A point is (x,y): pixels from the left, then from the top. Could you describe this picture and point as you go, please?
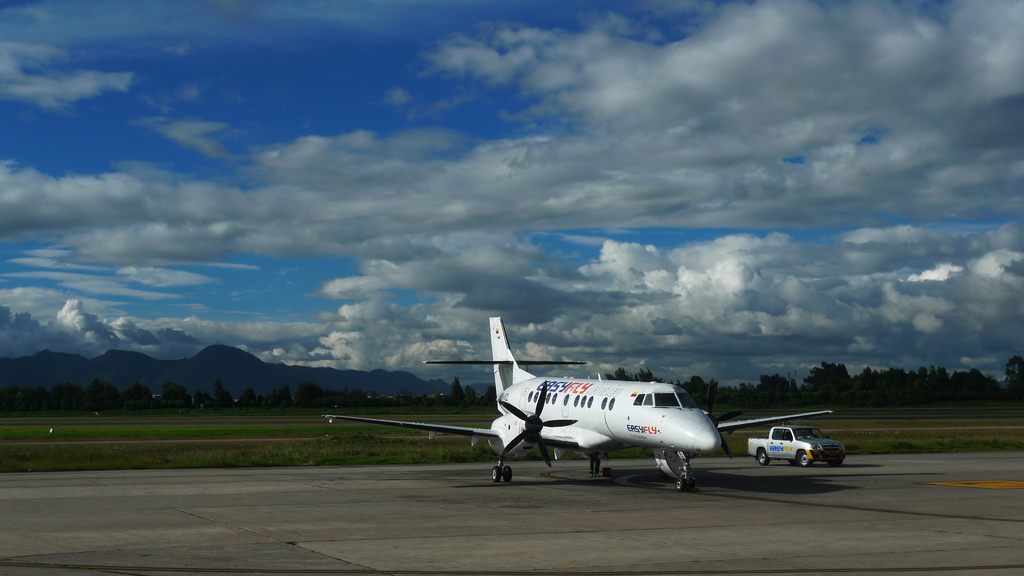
In this image there is airplane (628,445) and a jeep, in the background (82,465) there is a field (795,424), trees (338,402), mountain (321,378) and a cloudy sky (376,253).
